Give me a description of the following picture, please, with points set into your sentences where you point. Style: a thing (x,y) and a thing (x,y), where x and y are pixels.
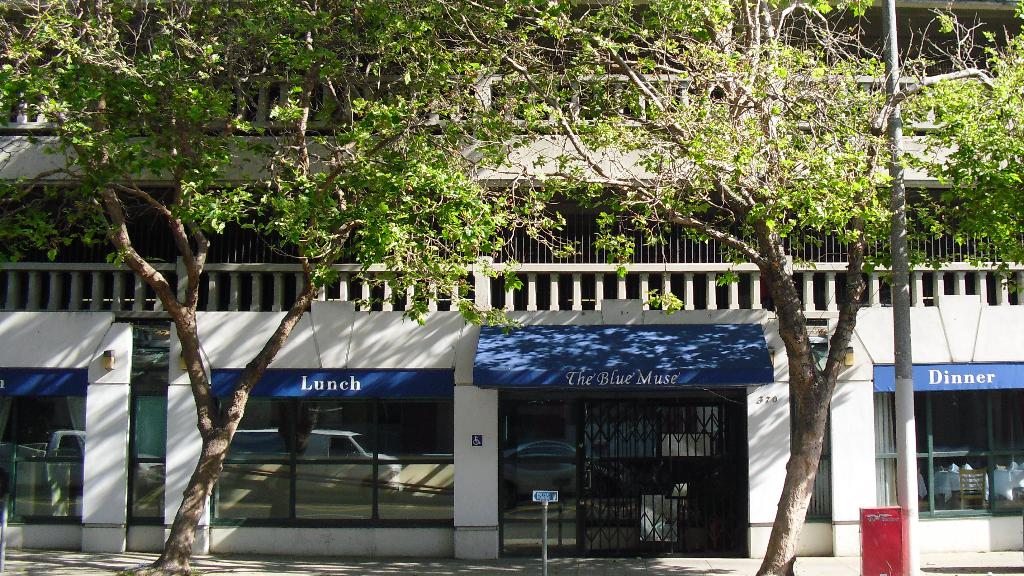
In the foreground of the picture (553,500) there are trees (805,346), pole (908,532), board (546,494), dustbin (861,564) and footpath (236,564). In the middle of the picture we can see a building (472,460), to the building (472,441) there are glass windows (354,442) and a grill (610,494). In the glass windows (63,442) we can see the reflection (247,447) of a vehicle (314,450).
